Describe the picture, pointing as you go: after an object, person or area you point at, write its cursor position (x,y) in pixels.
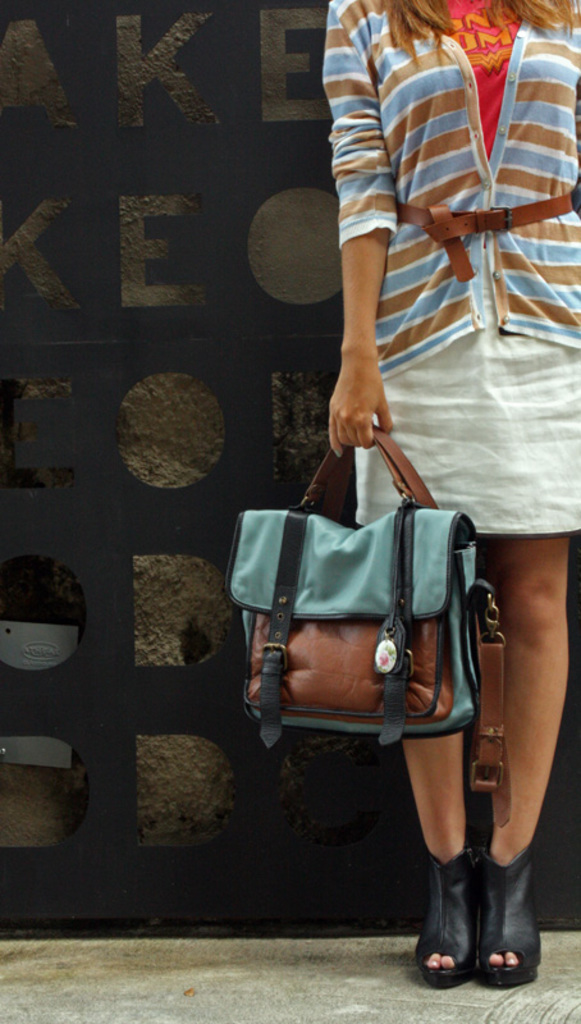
In a picture there is one woman (472,456) standing and carrying a handbag (357,674) and wearing a jacket (470,303) and belt (449,256) and shoes (480,900), behind her there is a wall (192,573) with some text (175,621) on it.
